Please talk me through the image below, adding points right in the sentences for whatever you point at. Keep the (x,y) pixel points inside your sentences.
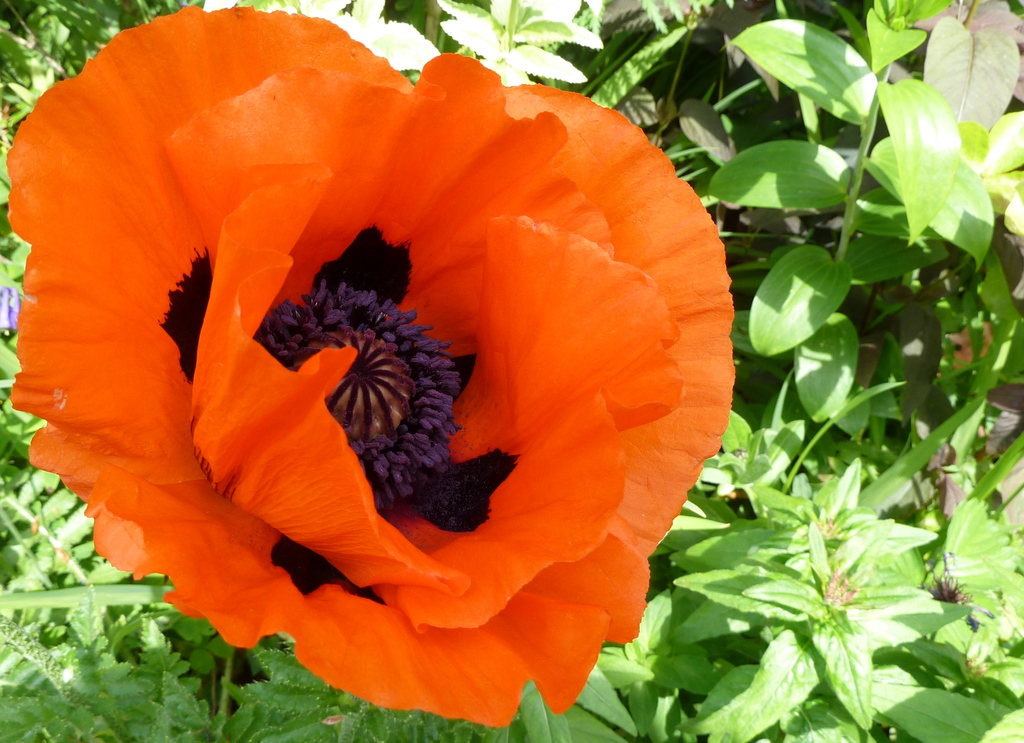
In this picture we can see orange color flower (555,274). Here we can see plants (954,298) and grass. On the bottom (807,736) we can see leaves (853,712).
